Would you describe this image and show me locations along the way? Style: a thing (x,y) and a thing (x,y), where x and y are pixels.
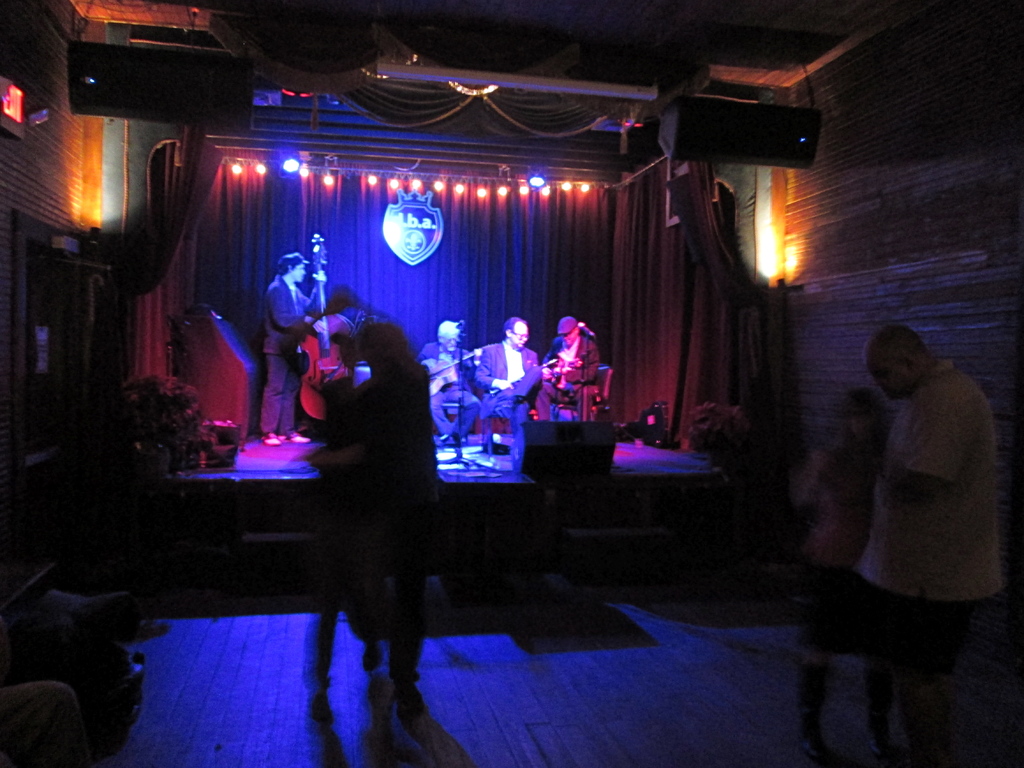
In this image there are group of persons (987,569) standing in the center (345,490). In the background (500,369) there are persons (423,352) sitting and standing and on the left side (290,314) there is a person (292,309) holding a musical instrument (318,340) in his hand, there is a curtain (439,275) in the background (449,261) and there are lights (289,169) on the top (325,178). On the left side (177,445) there is a plant (155,431) and on the right side (896,262) there is a wall (851,322) and in front of the wall (828,375) there is a plant (723,420) and there is an object (659,441) which is black and red in colour. On the top (203,67) there are speakers (231,80).
